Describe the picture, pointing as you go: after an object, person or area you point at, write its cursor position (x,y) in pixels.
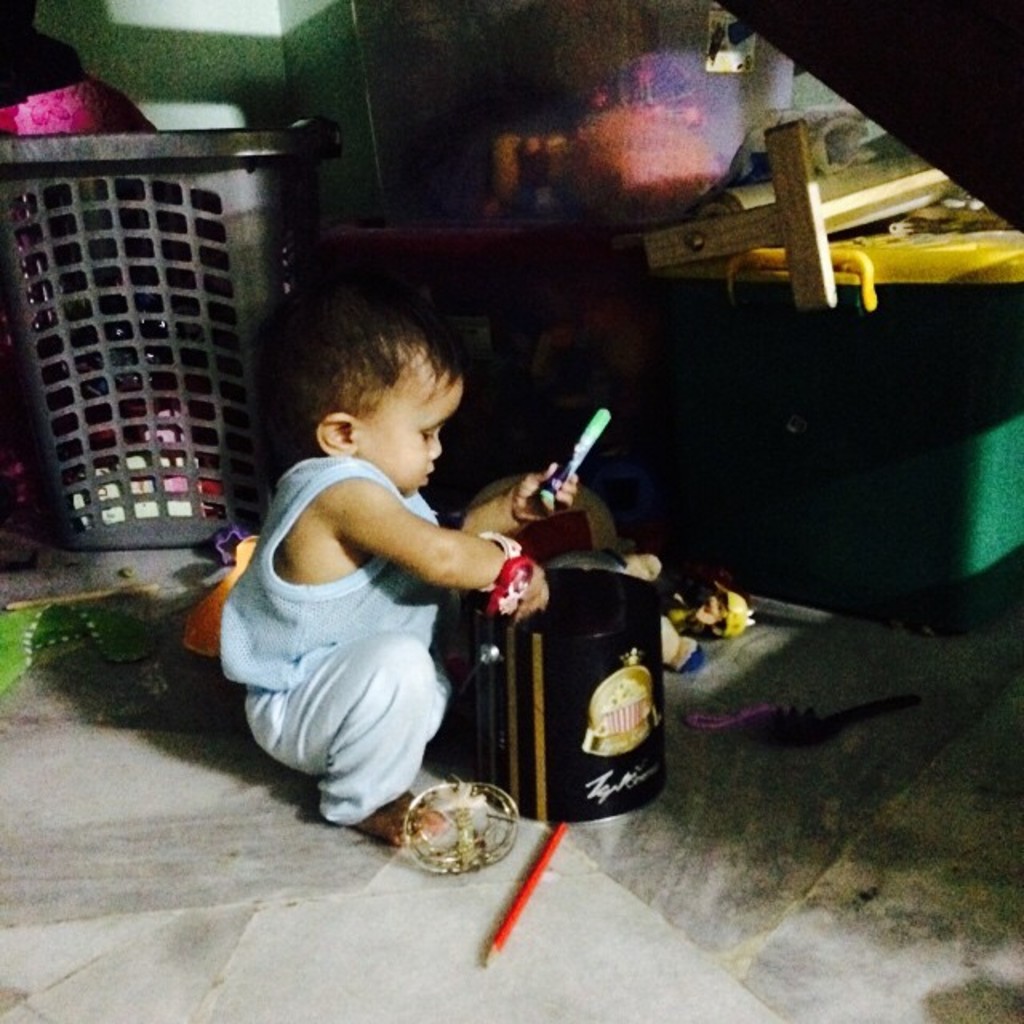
In this image I can see a child (339,670) wearing blue and white dress (318,667) is sitting on the floor (284,823) and holding few objects (570,465) in his hand (556,464). I can see a pencil (560,836), few toys (563,517) and few other objects (516,749) on the floor (641,867). I can see a bucket (155,399), the wall (161,50) and few other objects (598,112) in the background (773,287).
